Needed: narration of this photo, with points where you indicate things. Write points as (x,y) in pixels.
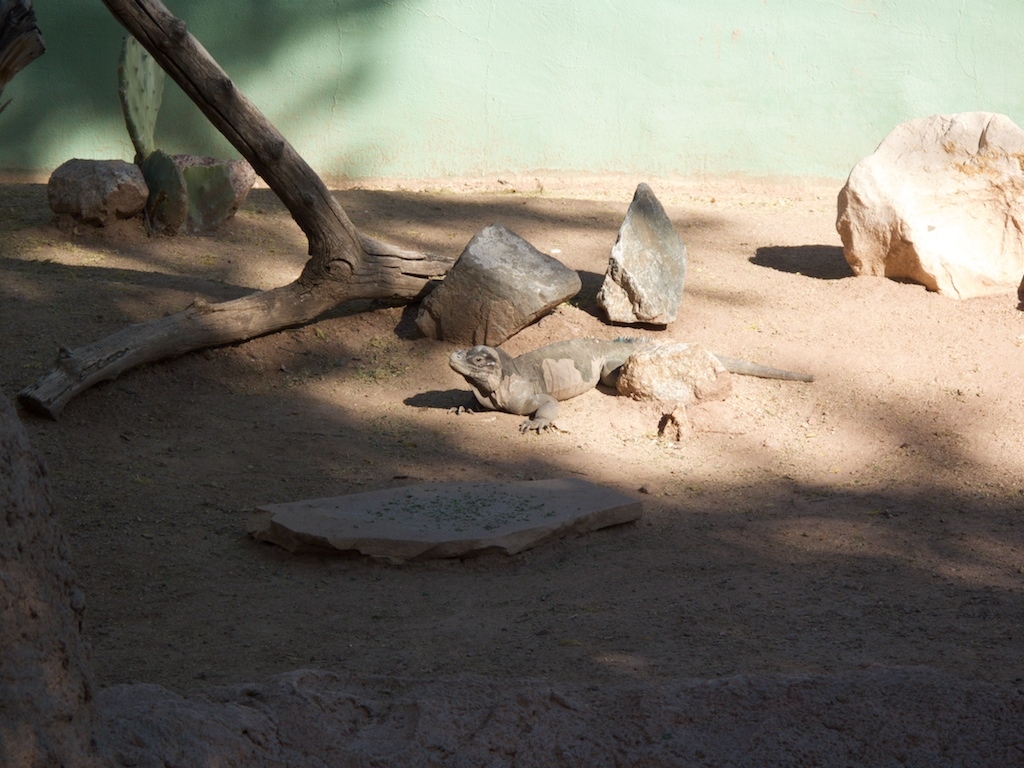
In this image we can see a reptile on the land (677,515). We can also see some stones (473,533), bark (331,291) of a tree (250,304) and a cactus plant (228,198).
